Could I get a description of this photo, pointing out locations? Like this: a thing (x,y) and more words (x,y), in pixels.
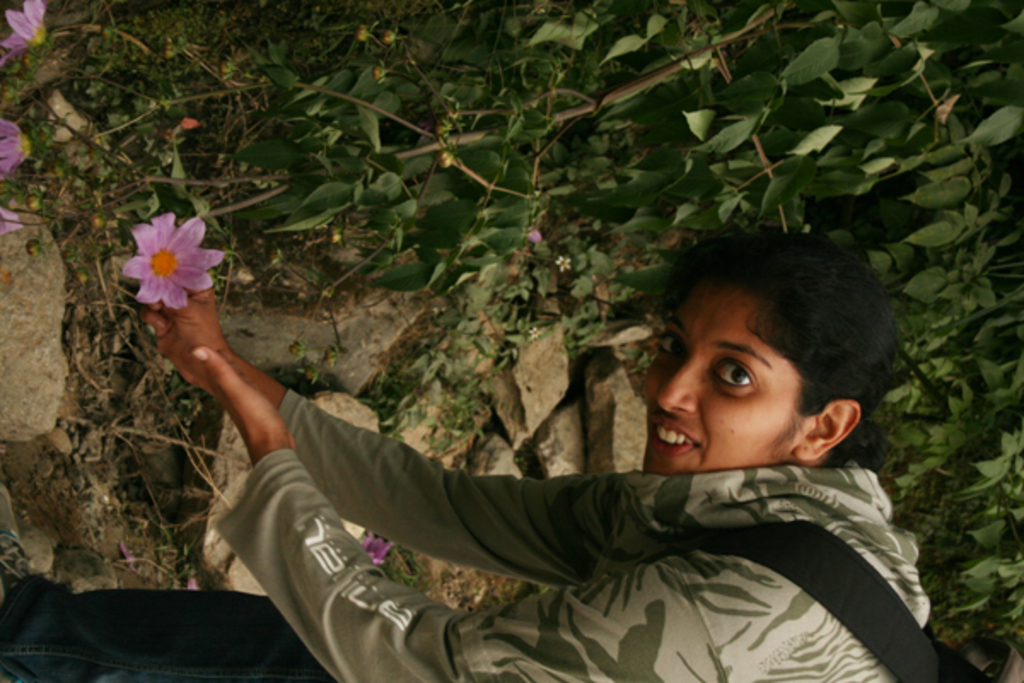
In this image we can see a lady (524,504). In the background (464,131) there are plants (311,168) and we can see flowers (187,226). There are stones (485,462).
